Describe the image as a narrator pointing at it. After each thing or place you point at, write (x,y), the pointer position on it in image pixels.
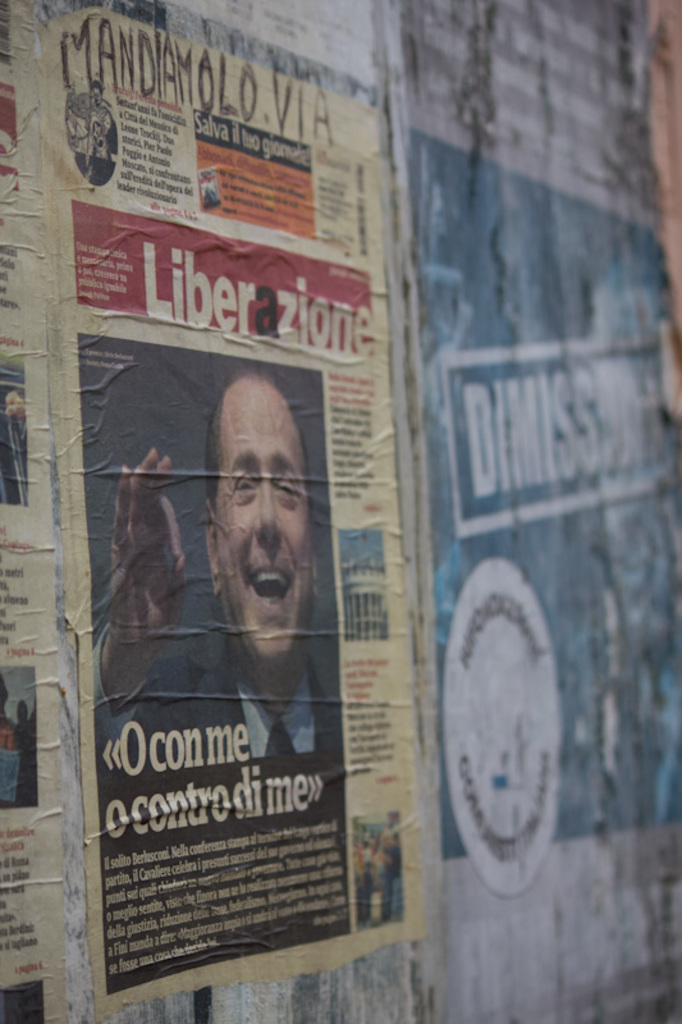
In this image we can see posters (494,315) on the wall (622,986). On the poster (123,603) we can see pictures (125,681) and text (292,896) written on it.
